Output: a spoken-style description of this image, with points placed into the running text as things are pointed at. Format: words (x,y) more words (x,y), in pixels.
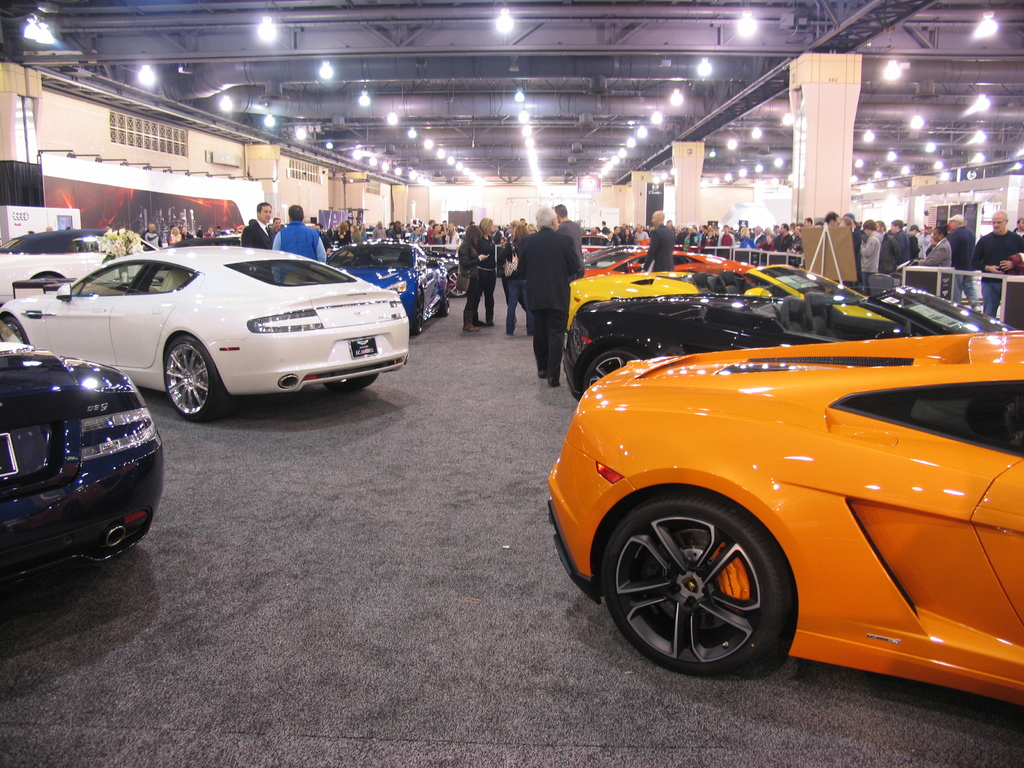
This image is taken indoors. At the bottom of the image (321,670) there is a floor (294,537). At the top of the image (267,49) there is a roof (357,52) with many lights (979,158) and there are a few pipelines (229,79) and grills (362,132). In the background (509,189) there are a few walls (612,195) with doors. Many people (785,238) are standing on the floor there is a railing (736,251). There is a board (834,232) on stand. In the middle of the image (401,267) many cars (307,305) are parked on the floor (525,333) and a few are standing on the floor (508,336). There are a few boards (70,213) with text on them.
